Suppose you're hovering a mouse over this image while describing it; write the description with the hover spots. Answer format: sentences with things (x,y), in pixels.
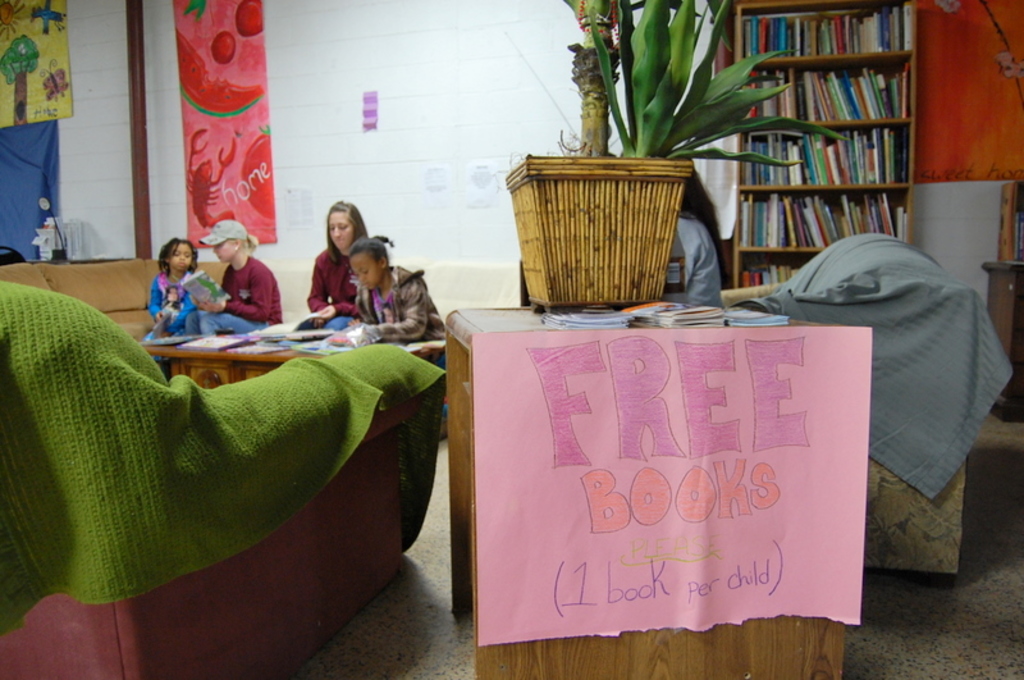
Here we can see four persons (357,209) are sitting on the sofa (467,282). This is table (464,360). On the table (477,319) there are books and this is plant (708,113). This is a rack (790,246) and there are some books (834,174). On the background (962,68) there is a wall (362,112) and this is painting (210,127). And this is floor (947,629).
